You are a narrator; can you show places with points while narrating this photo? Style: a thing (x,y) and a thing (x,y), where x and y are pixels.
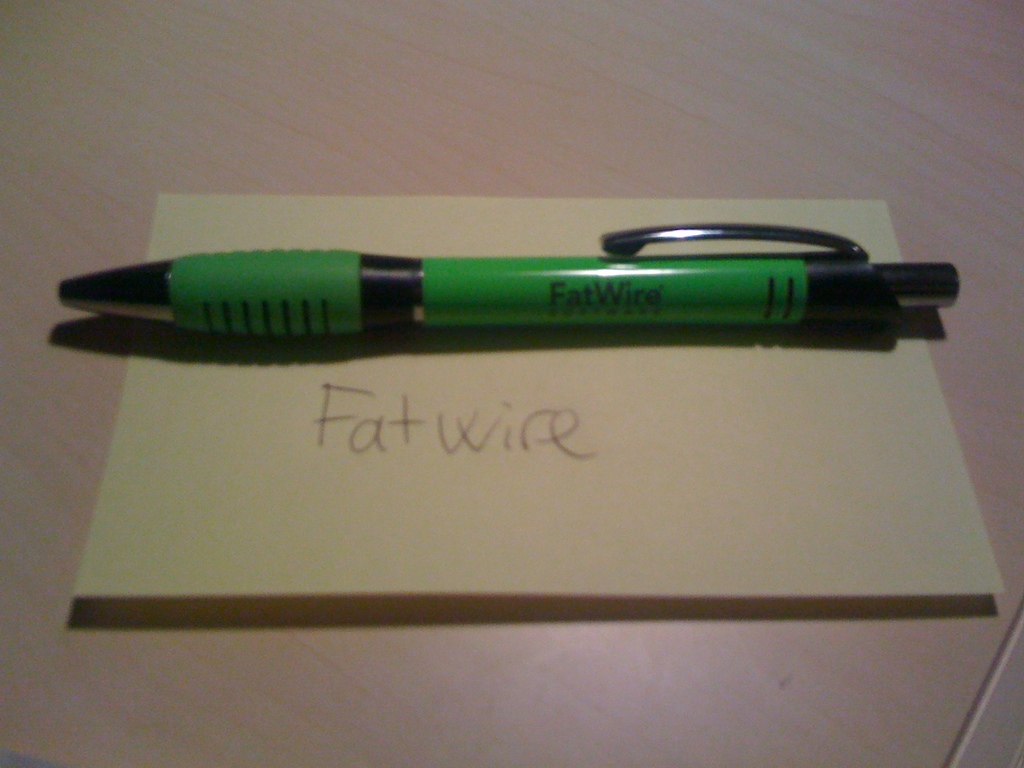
In this image, we can see a pen (699,232) on the paper (498,538) contains some written text (576,429).
